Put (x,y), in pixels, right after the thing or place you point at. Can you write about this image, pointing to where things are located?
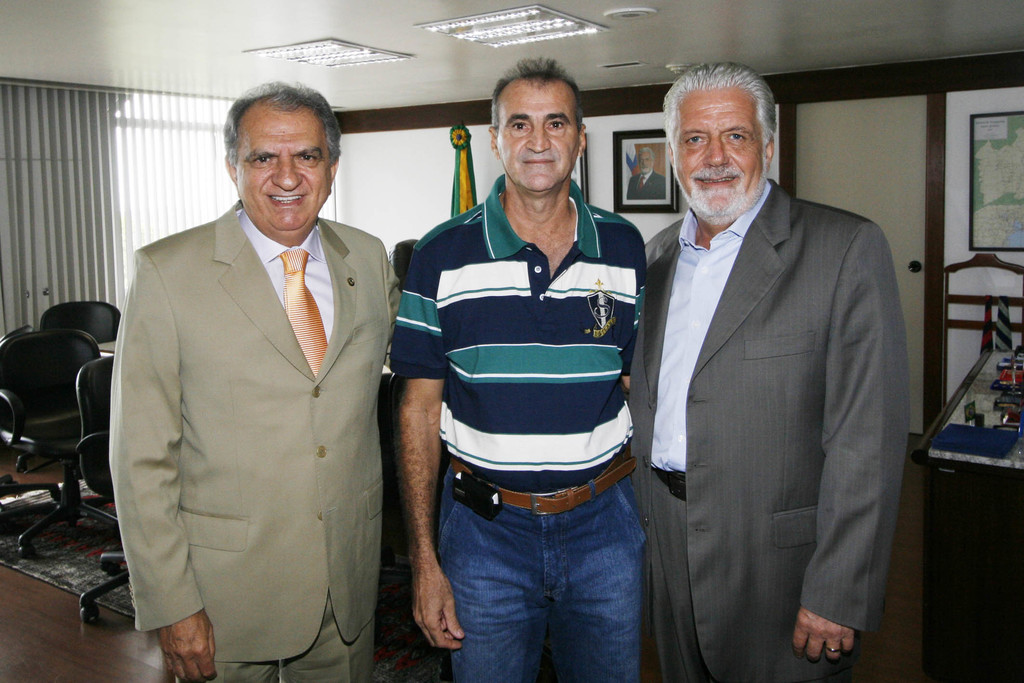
In this image there are three men (518,360) who are standing and smiling. At the background (639,195) there is photo frame (639,191), flower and the curtain (170,143). To the left side (30,366) there are chairs (39,333) which are kept on carpet (66,567). To the right side (928,256) there is a door (909,234) and a map (1000,223) which is kept on the wall (966,245).
